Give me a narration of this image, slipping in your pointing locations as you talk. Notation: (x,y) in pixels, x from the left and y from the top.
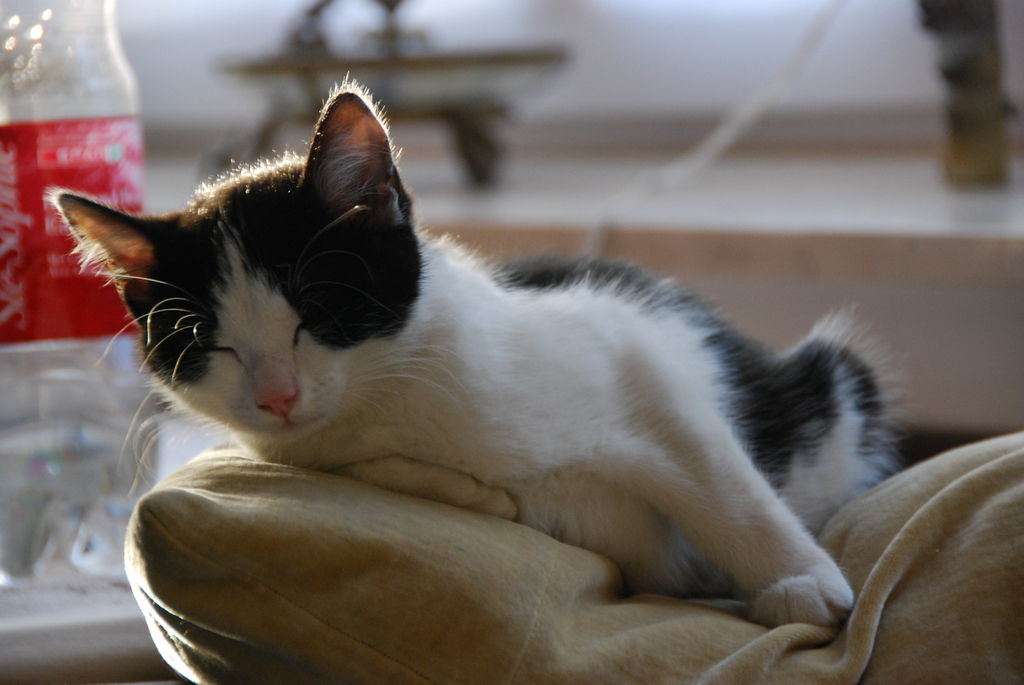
In the center of this picture (367,315) there is a cat (402,480) sleeping on an object (540,628). In the background (710,179) we can see a bottle (61,310) placed on the top of the table (51,590) and the background of the image (580,36) is blur and we can see some other objects (720,131).
